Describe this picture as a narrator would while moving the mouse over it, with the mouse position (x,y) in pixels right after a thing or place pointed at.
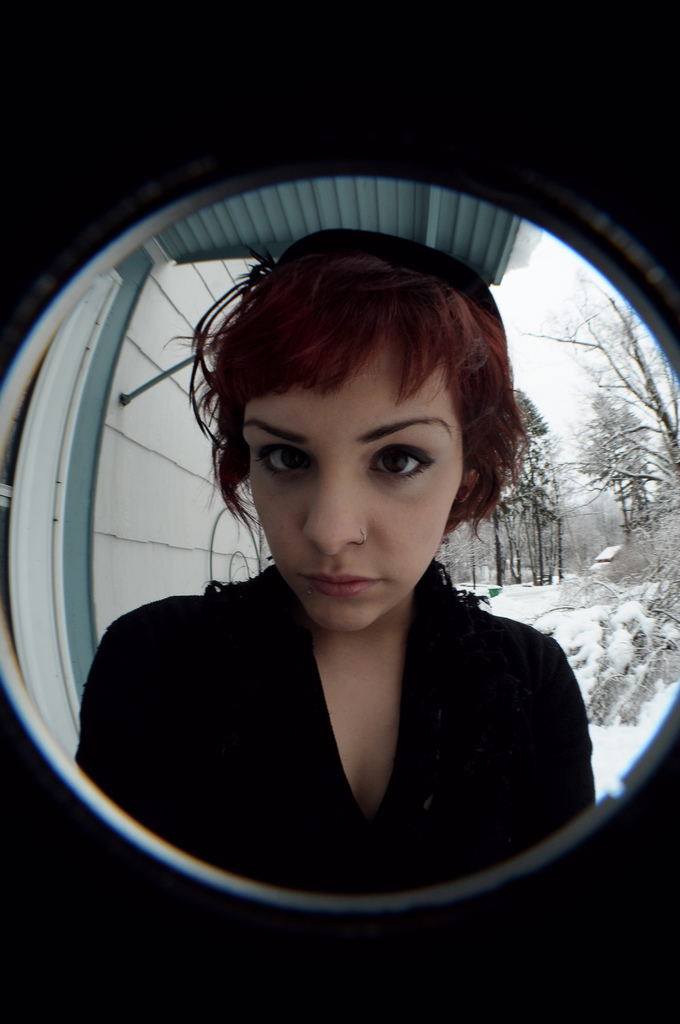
In this image we can see a door lens (310,419), through the door lens (350,494) we can see a person (398,475), behind her there is some snow (540,590), trees (538,553) and the sky (582,337).
